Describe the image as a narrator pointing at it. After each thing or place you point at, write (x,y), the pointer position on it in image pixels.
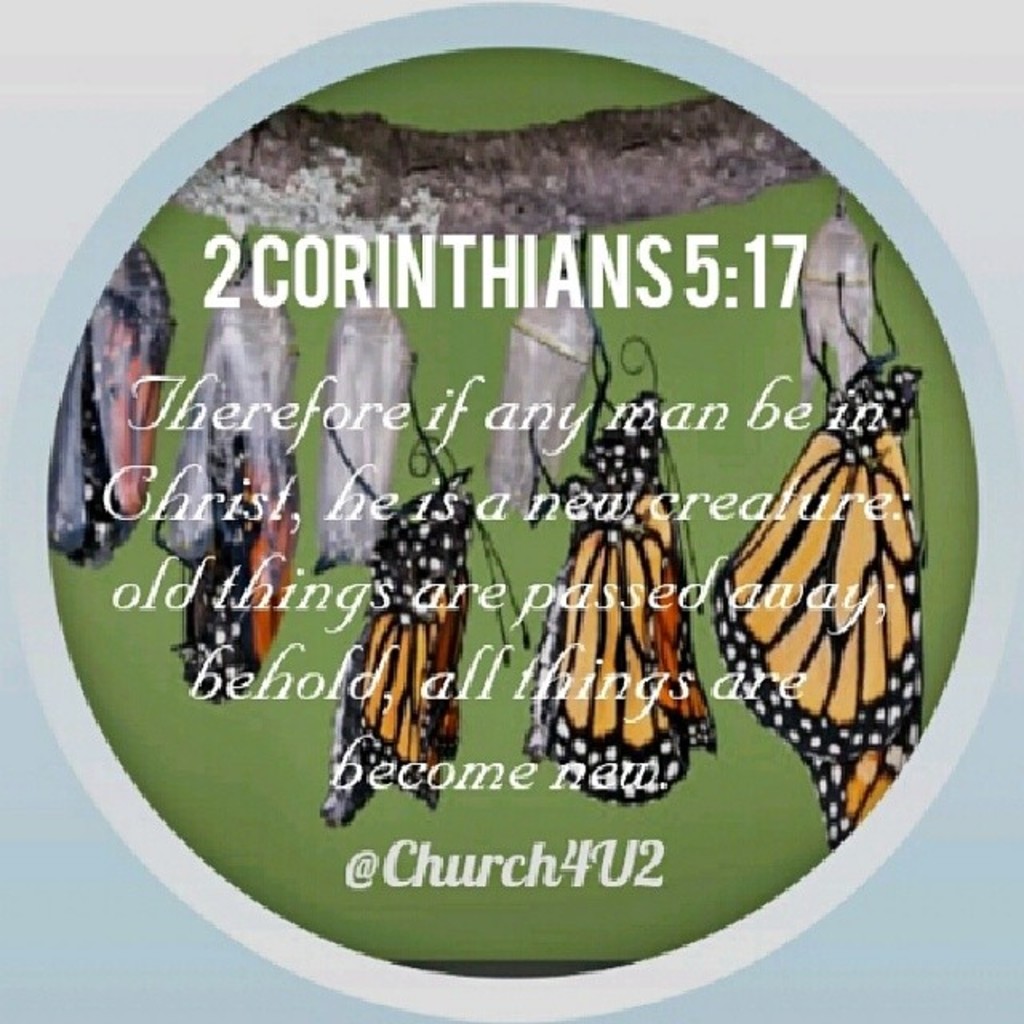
This is a poster (366,405). In this poster (430,484) there are butterflies (834,480) and there is text (787,495).
